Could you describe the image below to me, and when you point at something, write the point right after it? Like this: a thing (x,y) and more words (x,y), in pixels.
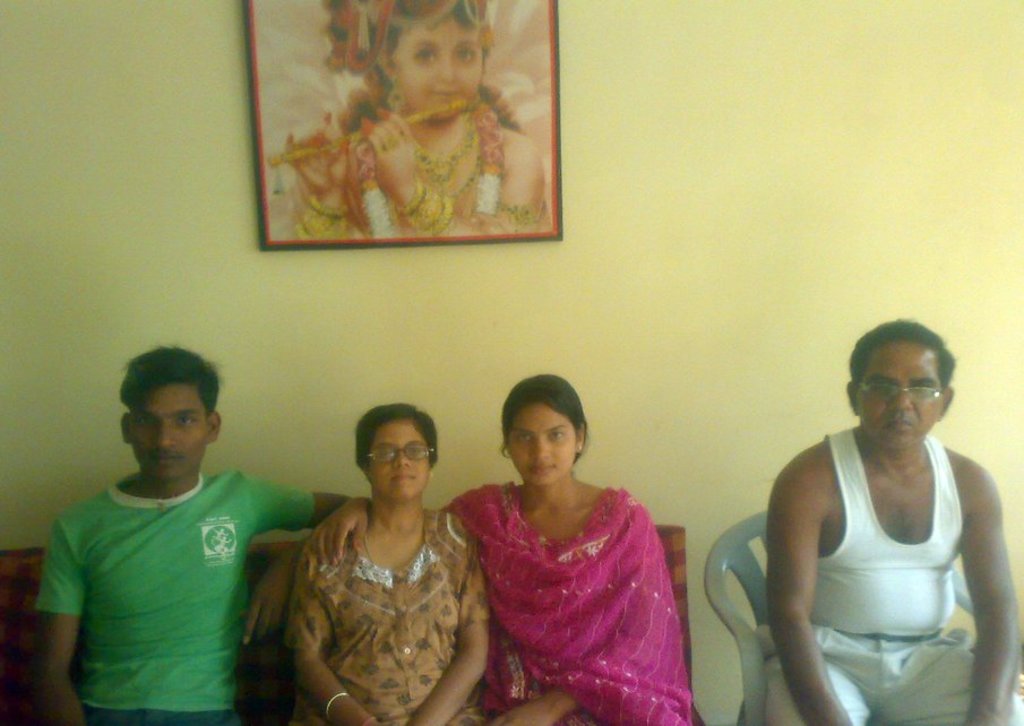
On the left side (204,569) three persons (204,569) are sitting on a sofa (263,570). On the right side (756,548) there is a man (863,544) wearing specs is sitting on a chair (741,621). In the back (553,242) there is a wall (225,133) with photo frame (342,190).
